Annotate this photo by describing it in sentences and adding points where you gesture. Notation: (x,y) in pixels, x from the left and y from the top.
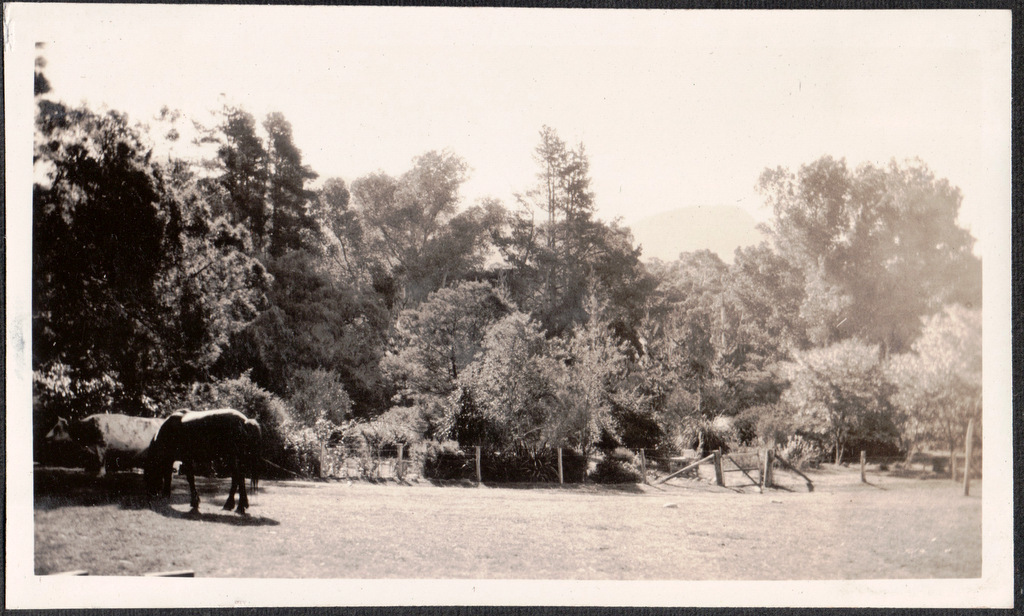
This is a black and white image, we can see there are two animals (194,476) in the grassy land (349,508) at the bottom of this image (197,439), and there is a fencing (481,450) in the background (769,463). There are some trees (396,362) in the middle of this image (552,371), and there is a sky (470,104) at the top of this image (432,104).
